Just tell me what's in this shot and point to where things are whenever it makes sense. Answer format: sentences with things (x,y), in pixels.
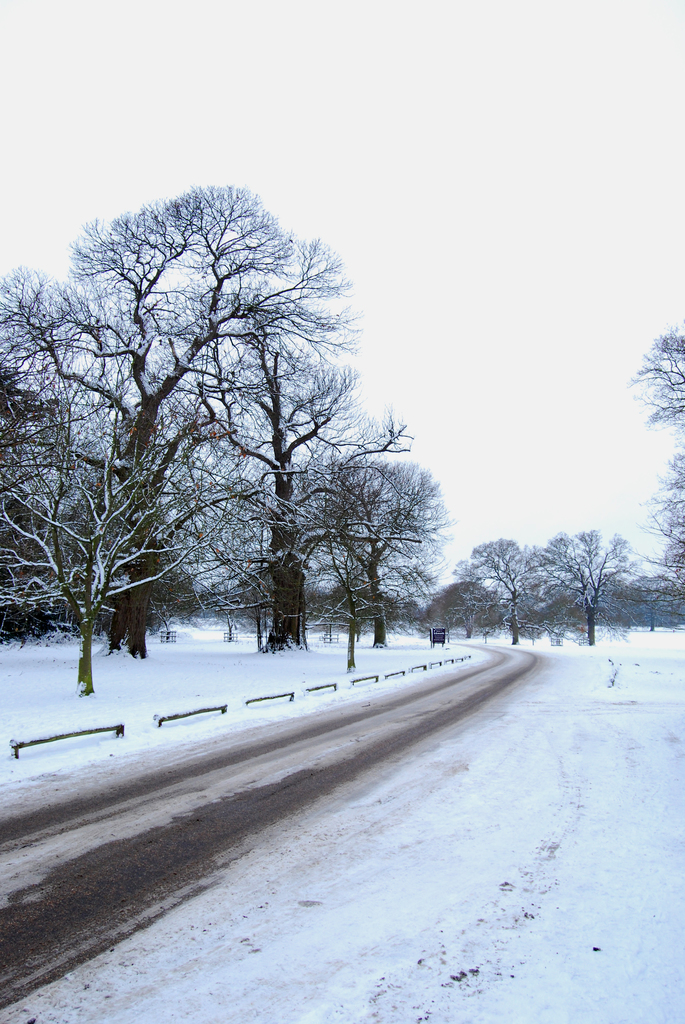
In this image there are trees (655,495). At the bottom (205,777) there is a road (276,811) and we can see snow (333,806). In the background (556,210) there is sky (509,203).
